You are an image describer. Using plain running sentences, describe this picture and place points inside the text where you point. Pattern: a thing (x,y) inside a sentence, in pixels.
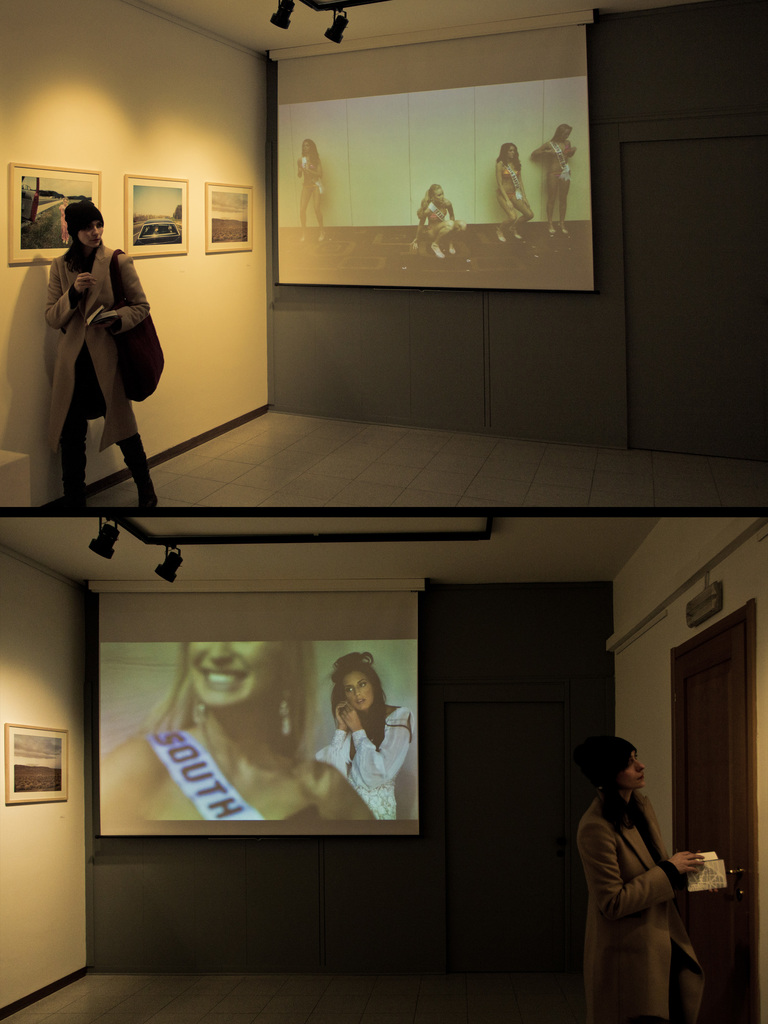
There are two images. In the first image, there is a person (75,305) wearing a bag (130,335) and walking on the floor (192,472) near photo frames (15,168) which are attached to the wall (263,286). In the background (488,205), there is a screen (490,202) attached to the roof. In the second image, there is a person (679,944) holding an object (709,856) and standing. In the background (42,741), there is a photo frame (29,800) attached to the wall (34,835) and there is a screen (128,688).
